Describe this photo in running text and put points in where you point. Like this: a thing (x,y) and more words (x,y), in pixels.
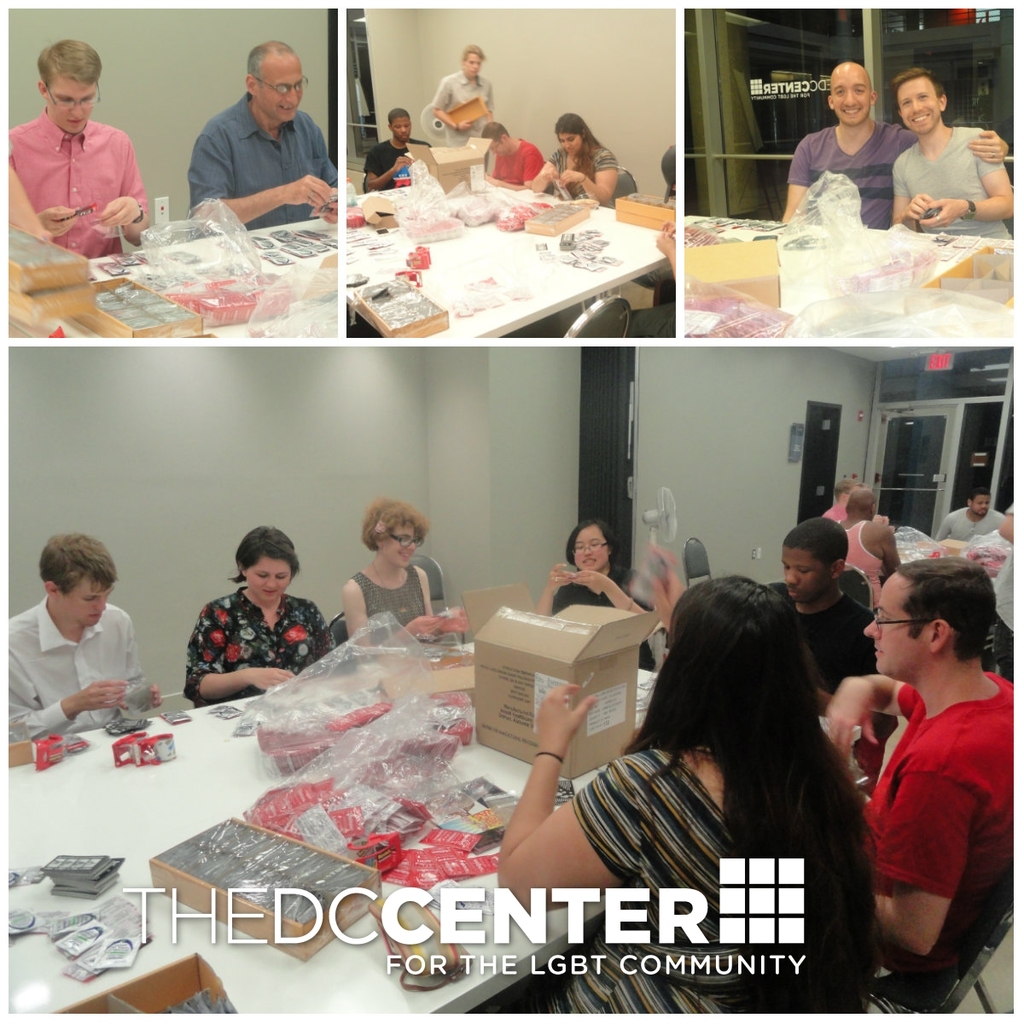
In this image, In the bottom (425,1012) there is a white color table (199,831) and there are some people (919,830) sitting around the table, In the top left side of the image (148,222) there are some people (127,185) sitting on the chairs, in the top middle of the image (621,188) there are some sitting on the chairs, In the top right (823,159) there are two mans (895,173) sitting around a table (794,263).
